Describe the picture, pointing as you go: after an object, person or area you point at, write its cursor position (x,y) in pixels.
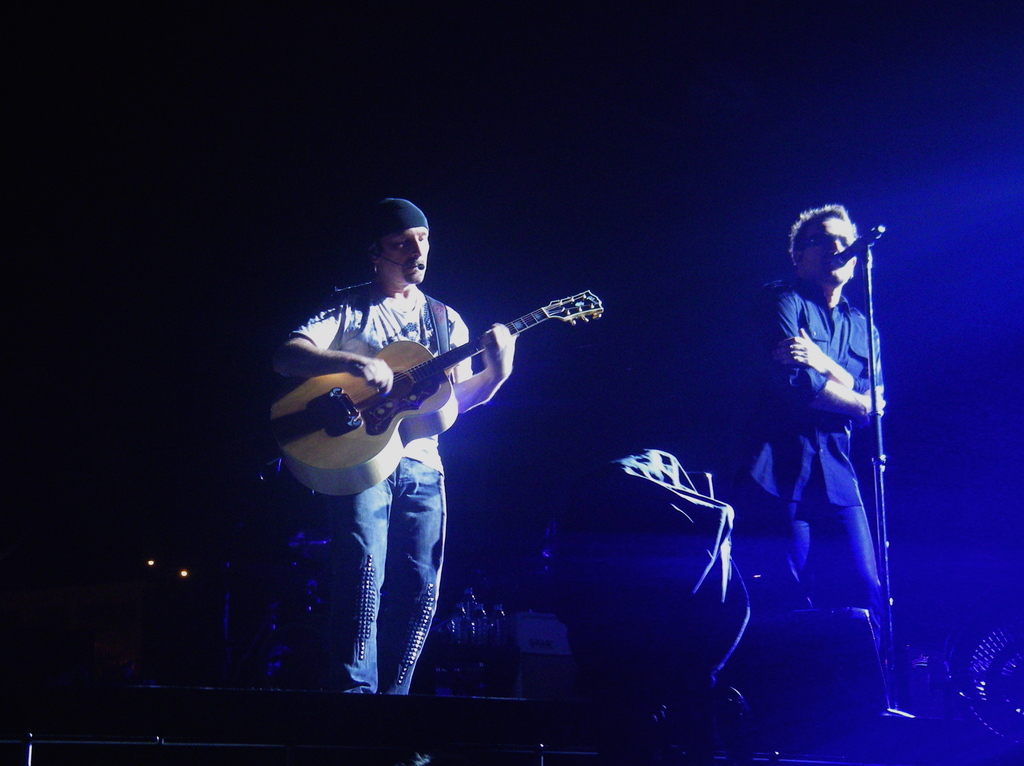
In this image, there are two persons (405,315) standing and wearing colorful clothes (844,338). This person (373,337) is playing a guitar (456,361). This person (791,313) is standing in front of the mic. There are some electrical instruments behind this person (817,291).
